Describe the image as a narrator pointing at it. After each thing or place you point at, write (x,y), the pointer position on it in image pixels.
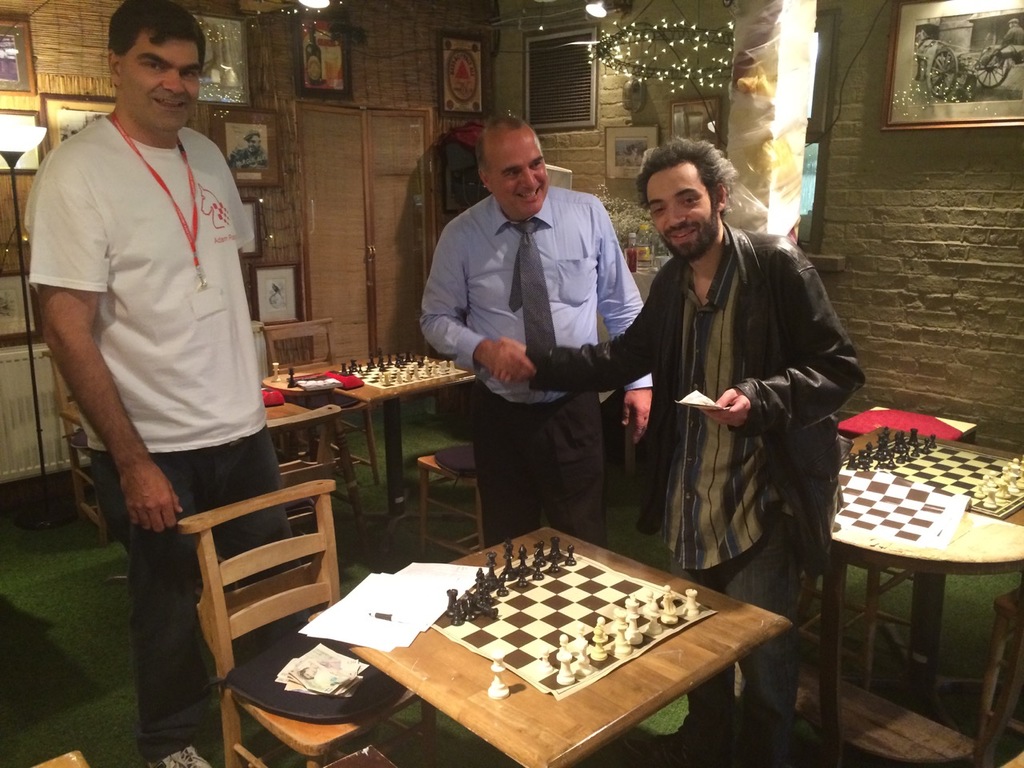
There are men (88,310) standing in a room (948,433) and there are tables (674,647) in a room (945,259) with chess boards (532,553) on it. Behind the wall (905,213) there is a photo frame (902,93).
